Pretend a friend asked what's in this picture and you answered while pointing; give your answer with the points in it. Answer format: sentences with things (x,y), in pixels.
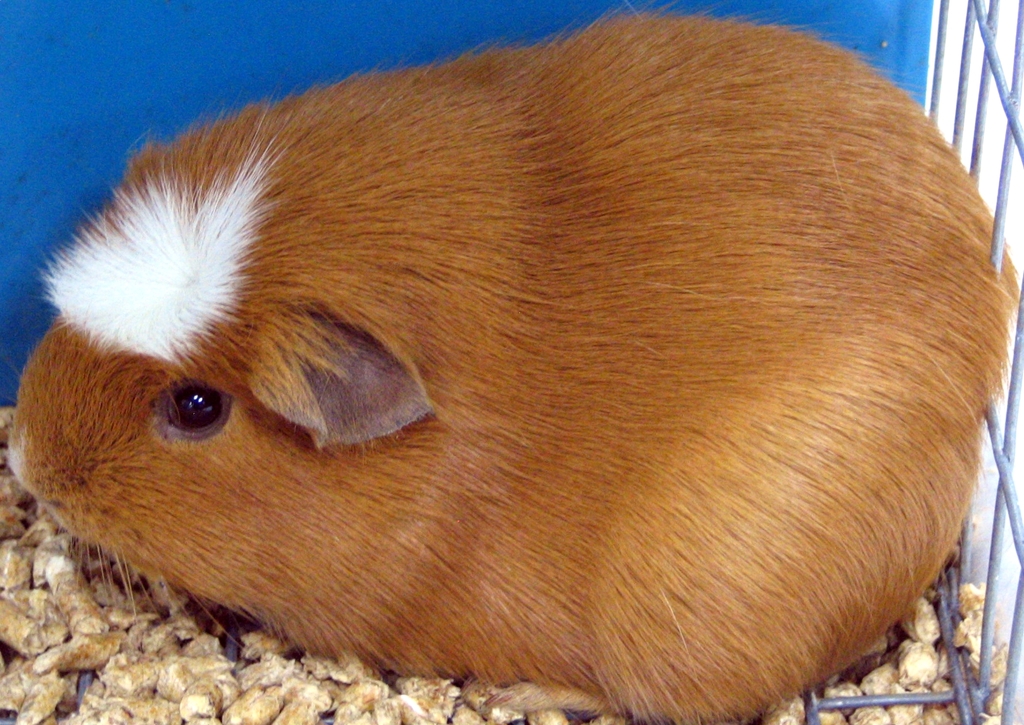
In this image I can see an animal (552,382) which is facing towards the left side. I can see its fur (562,283) in brown color. It seems like it is inside a box (75,149). On the right side (1013,408), I can see the net (1003,492). At the bottom (221,688) there are some seeds (177,656) and this box (103,93) is in blue color.
